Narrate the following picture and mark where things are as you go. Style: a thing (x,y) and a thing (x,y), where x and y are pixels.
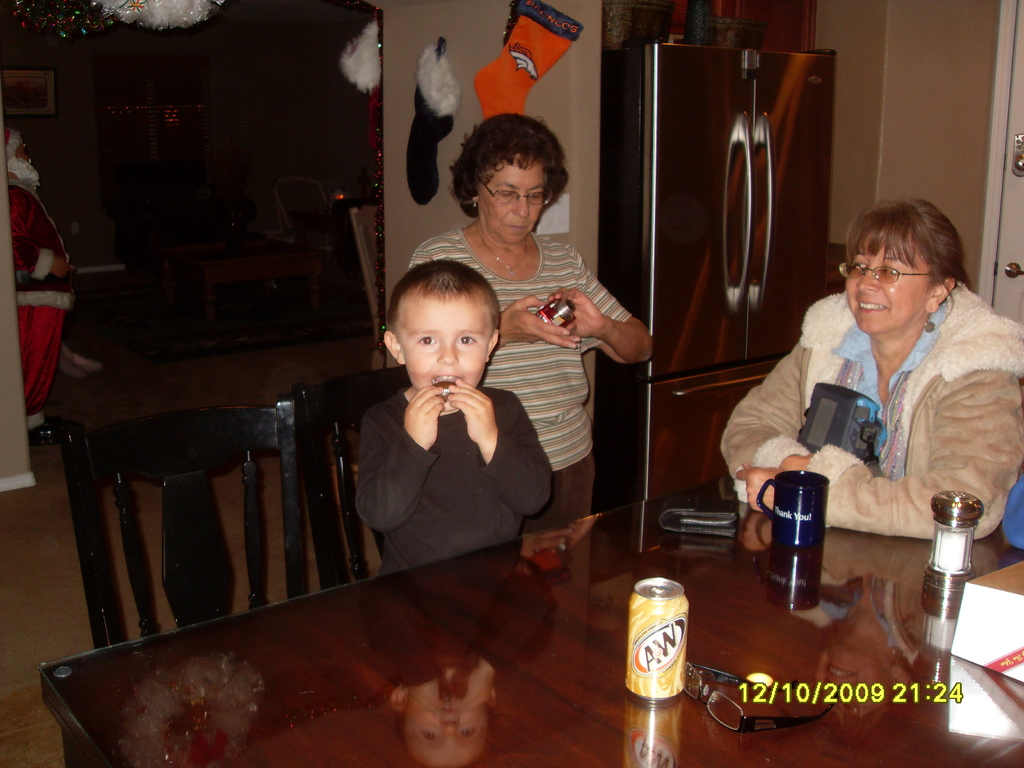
In the image two persons (891,442) were sitting on the chair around the table (630,578) and they were smiling. On the table (740,739) we can see can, bottle (955,556), wallet (692,523) and box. In the center (522,326) there is a woman (563,361) standing. In the background (295,110) we can see fridge (698,146), wall (908,48), table (244,252), chairs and one person (27,323) standing.
